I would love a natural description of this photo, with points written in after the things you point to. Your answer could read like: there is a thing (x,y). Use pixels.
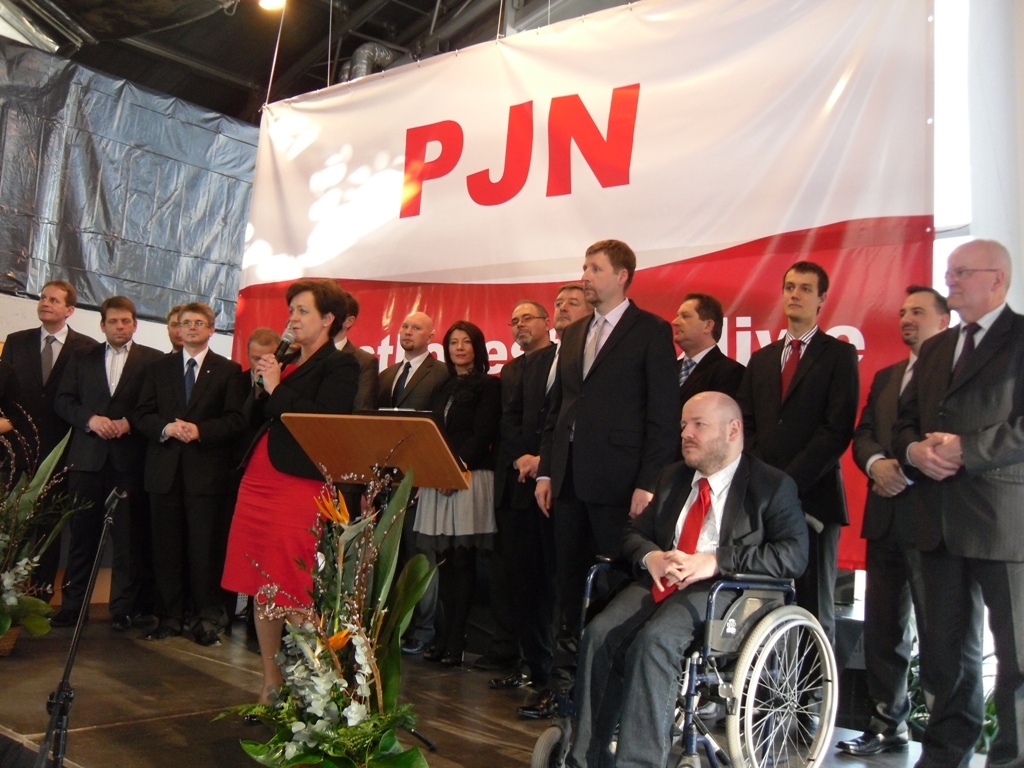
At the bottom of this image (732,536), there are persons (65,313) in different color dresses (359,355) standing. One of them is sitting on a wheelchair (717,617). Beside them, there is a stand (400,449). Beside this stand (431,452), there are plants (305,696) and there is another stand (56,767). In the background (563,211), there is a banner (621,205) arranged, there is a gray color sheet (166,159) on a wall (142,331), there is a light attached to a roof (153,8) and there are two pipes (362,59).
